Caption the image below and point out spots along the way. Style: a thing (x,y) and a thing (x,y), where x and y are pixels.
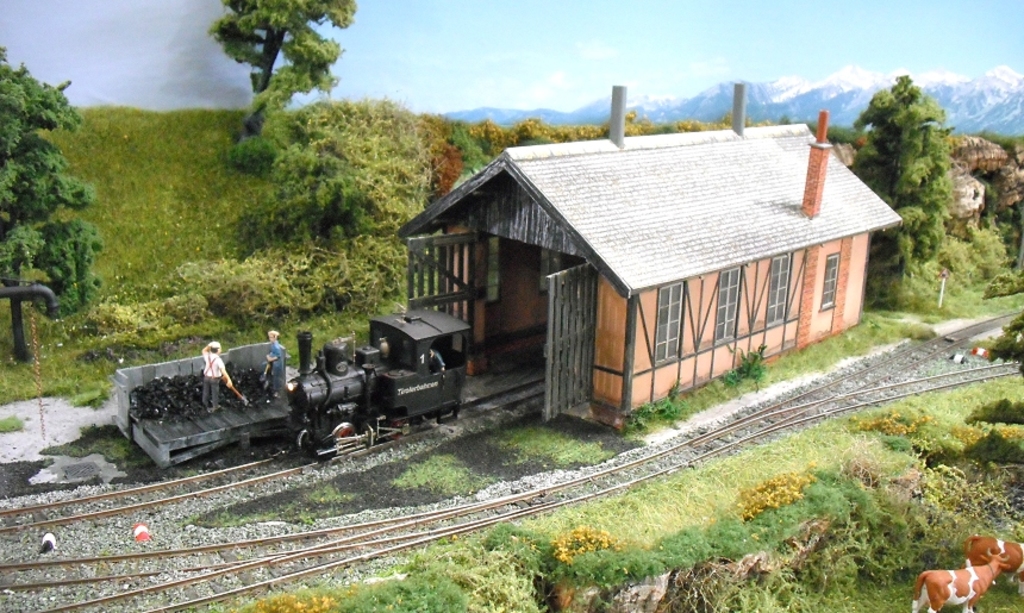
In the foreground of this image (438,597), there are plants (431,593) and the grass (708,488) and the railway track (249,564). In the middle (671,261), there is a shelter (598,289) and a train engine (344,423) on the track (308,461). There are two persons (210,391) standing on the wooden surface (205,438). In the background (166,163), there are trees (887,110), grass (190,199), sky (644,6) and the mountains (943,80).
